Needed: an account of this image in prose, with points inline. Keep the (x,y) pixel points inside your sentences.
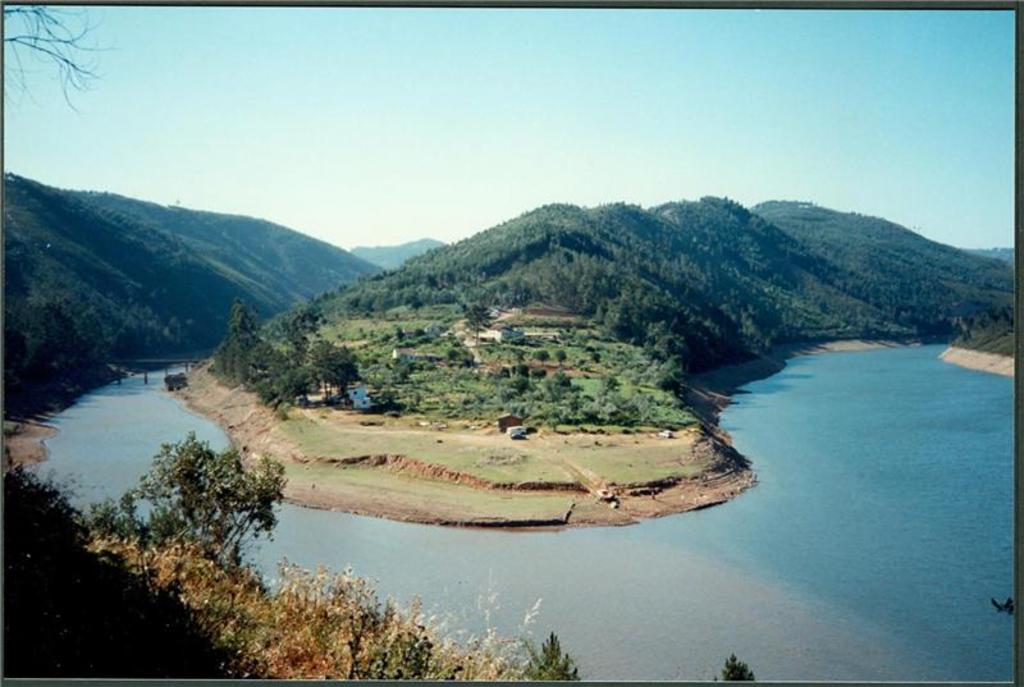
In this image we can see trees (611,266), bridge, water (107,441) and blue sky (485,81).
